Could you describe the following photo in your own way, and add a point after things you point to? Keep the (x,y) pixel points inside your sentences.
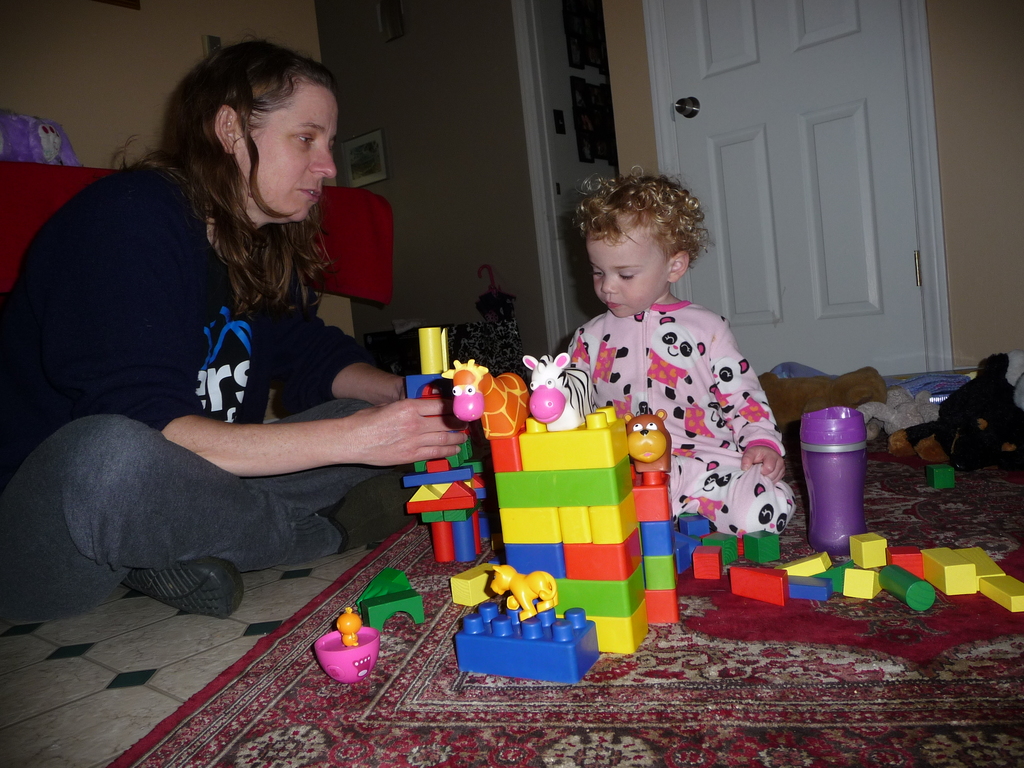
In this picture we can observe a woman (184,342) wearing a blue color T shirt (103,317) and a kid (699,317). Both of them are sitting on the floor (135,732). There is a carpet (338,723) on the floor (72,664). We can observe building blocks (549,524) in front of the kid (670,299). In the background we can observe white color door (736,161) and a wall (457,216).
